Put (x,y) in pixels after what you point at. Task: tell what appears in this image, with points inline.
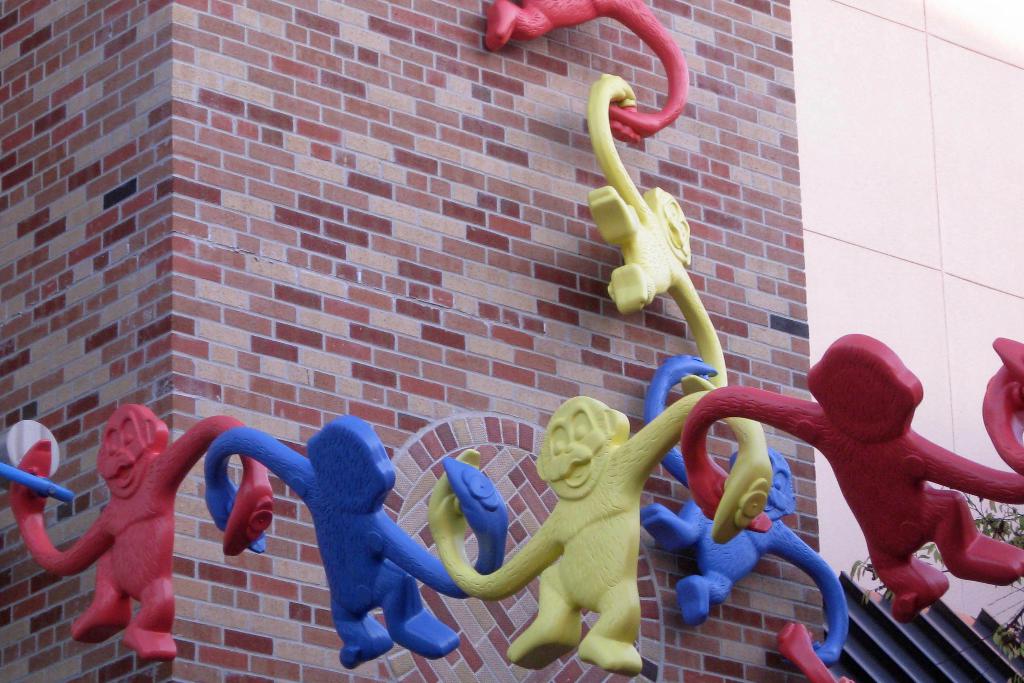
In this picture we observe monkey sculptures (588,500) of red, blue and yellow color. In the background (248,411) there is a brick wall (540,495).
